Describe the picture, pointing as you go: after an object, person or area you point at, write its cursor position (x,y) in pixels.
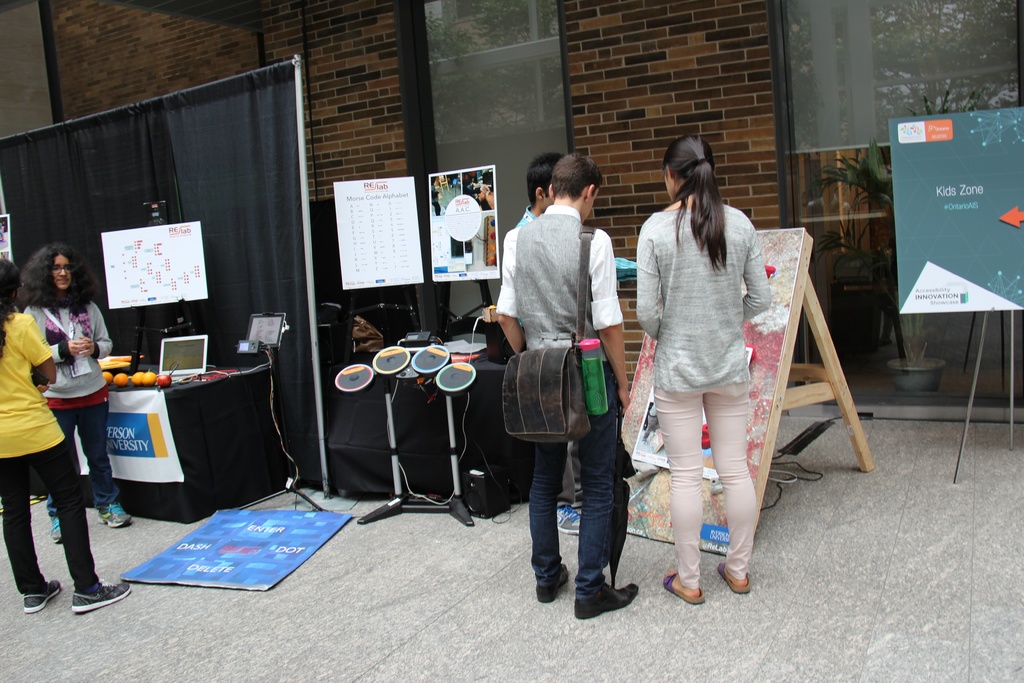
In this picture there are two men (560,333) and a woman (715,380) who are standing. There is a bag (545,354) and a bottle (589,377). There is a board (794,299). There are two women (87,387) who are standing. There is a table (177,406) and other objects (158,380) on the table (189,460). There is a poster (381,244) and a stand (969,410).
